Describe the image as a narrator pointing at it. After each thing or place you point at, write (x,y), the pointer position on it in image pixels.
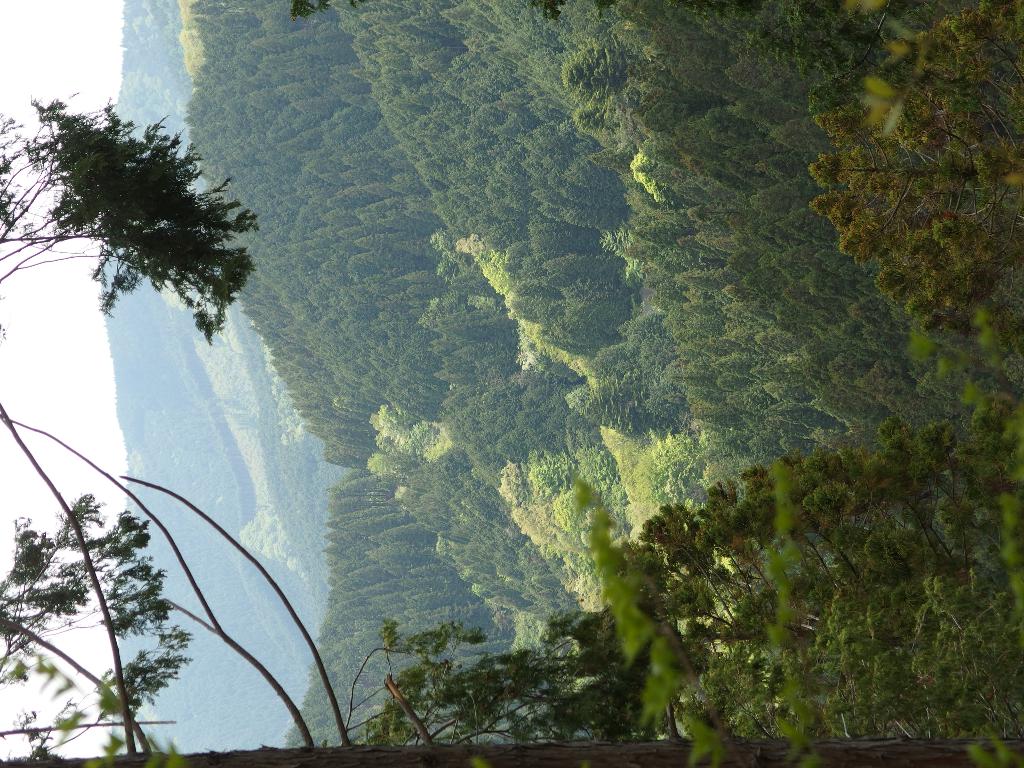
This is the picture of a mountain (285,337). In this image there are trees (531,377) on the mountain (498,410). At the top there is sky (58,368).
